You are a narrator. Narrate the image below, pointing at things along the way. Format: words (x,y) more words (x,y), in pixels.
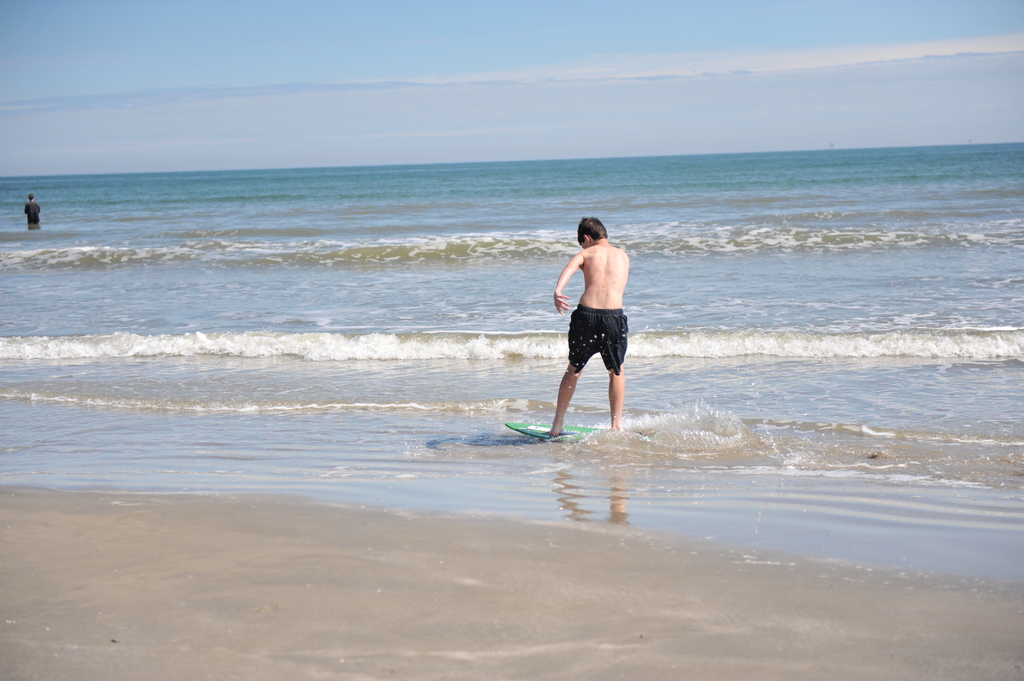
In the image we can see two people (599,298) standing, they are wearing clothes (578,325) and shorts (590,337). This is a water board (565,430), water (645,419), sand (350,519) and a pale blue sky (275,78).
